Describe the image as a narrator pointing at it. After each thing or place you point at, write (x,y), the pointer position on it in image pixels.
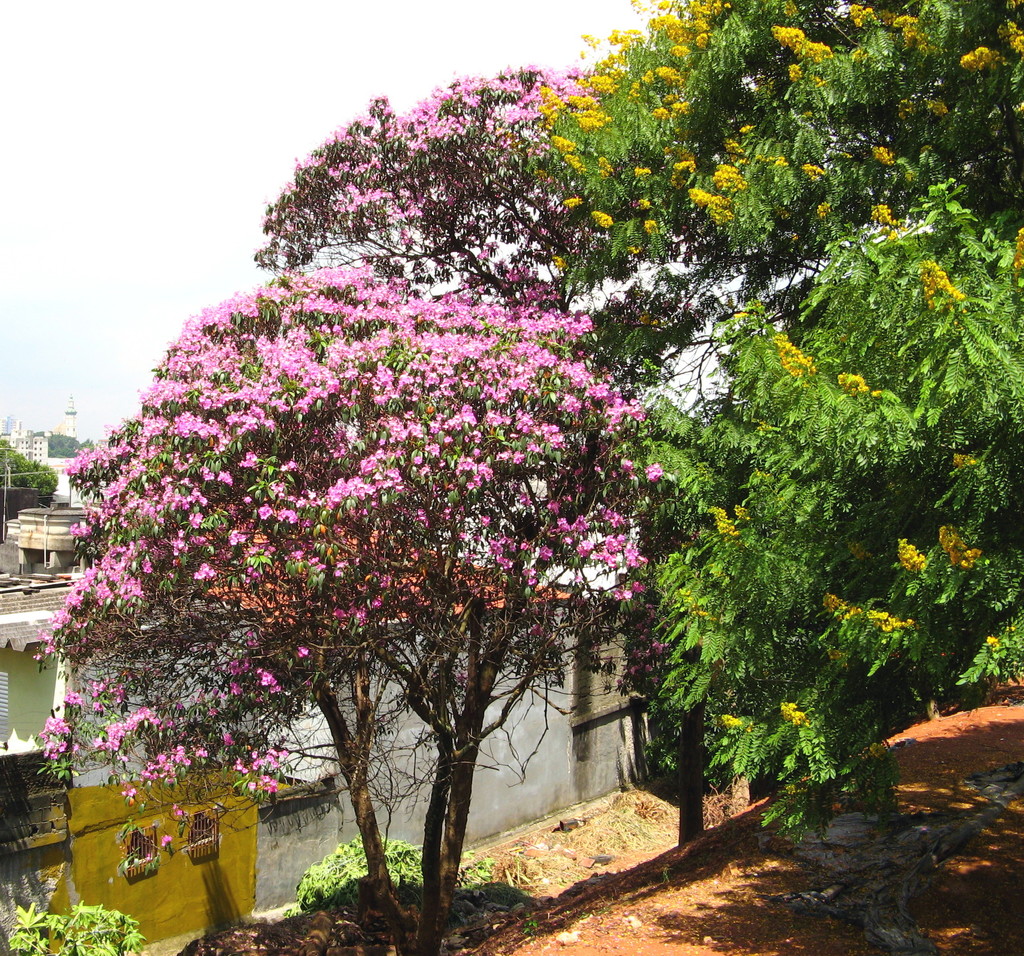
In this picture we can see flowers (438,343), trees (93,525) and buildings (56,501).
